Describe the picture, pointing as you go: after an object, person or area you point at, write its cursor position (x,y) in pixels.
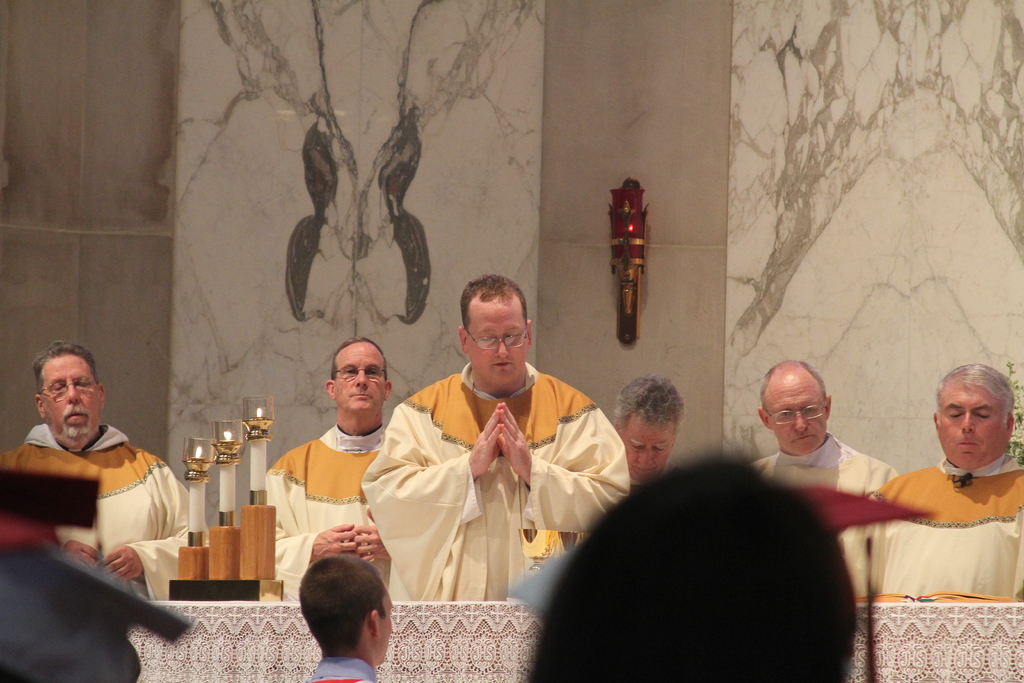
In this picture there is a man (484,432) who is wearing spectacle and dress (557,479), beside him we can see five persons (966,463) standing. In front of him there is a table (932,632). On the table (930,616) we can see the book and candles (201,516). At the bottom (370,645) we can see the persons (646,628) who is standing near the table (918,625). In the background (621,229) there is a light (626,198) on the wall (32,76).
